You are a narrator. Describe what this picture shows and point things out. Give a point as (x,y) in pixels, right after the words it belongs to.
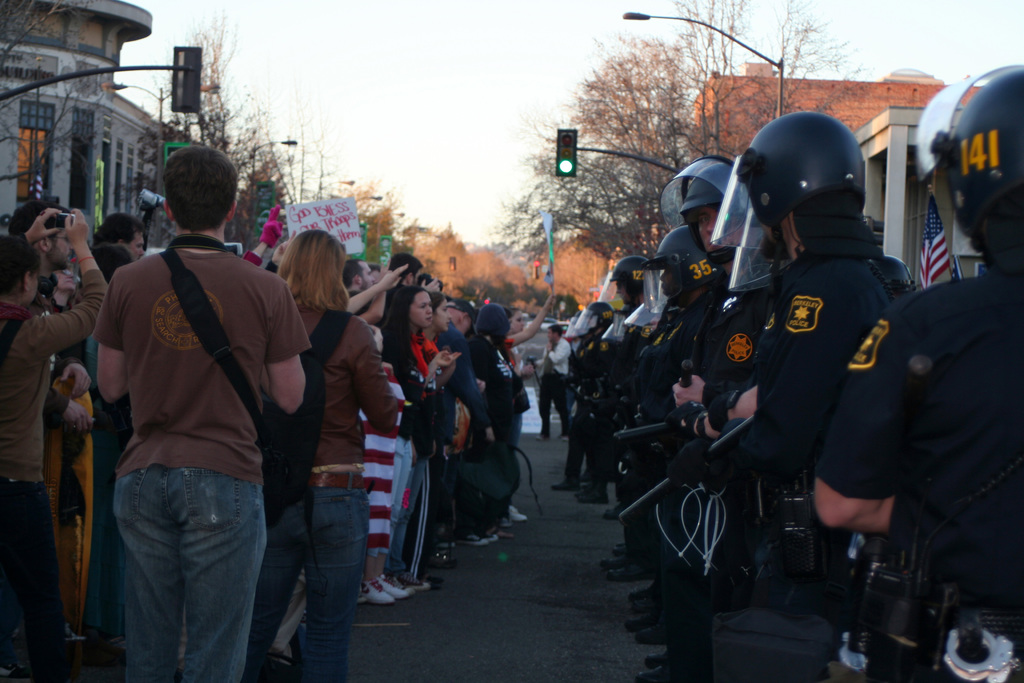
In this image I can see there are few persons (771,279) wearing a blue color dress (681,310) on the right side (690,239) and they are wearing a helmet (828,168) also and I can see there are few persons (260,396) visible on the left side (155,336), at the top (365,181) I can see the sky (389,151) and in the middle (517,260) I can see houses (736,88), poles (778,66) and traffic signal light (560,165) and trees (637,107) and buildings (103,104).
